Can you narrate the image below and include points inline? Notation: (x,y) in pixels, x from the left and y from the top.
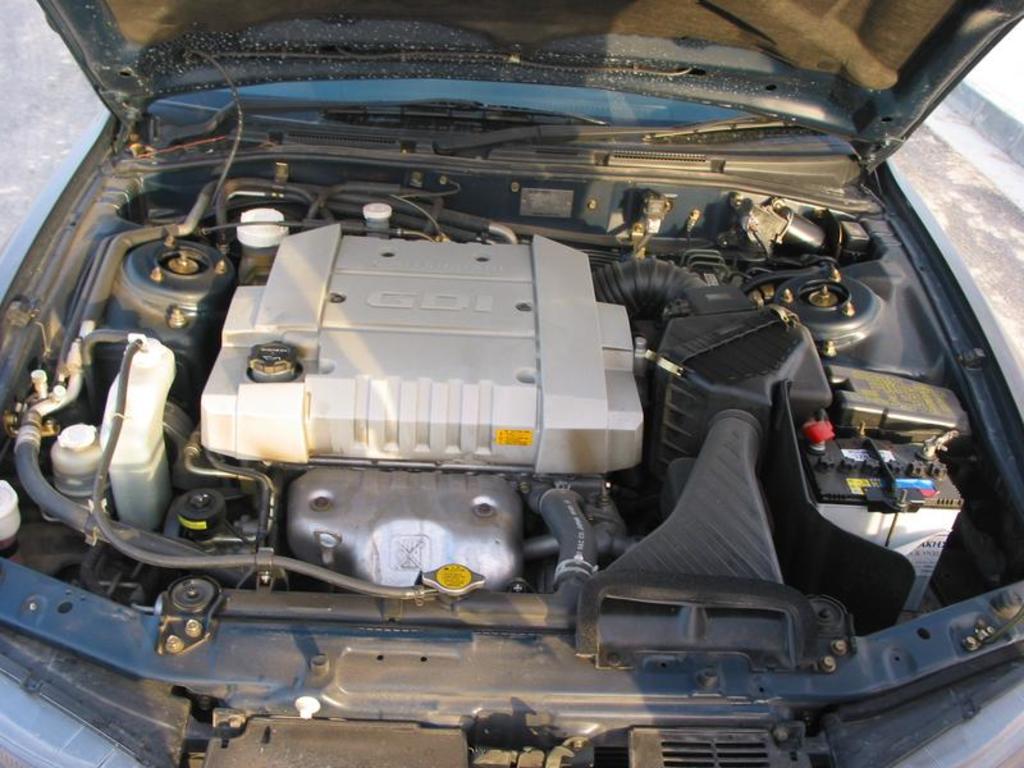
Here in this picture we can see front part (40,758) of the car (446,765) and the bonnet (626,65) is opened and we can see engine (374,333), battery (908,447) and all other items (163,391) present over there.
